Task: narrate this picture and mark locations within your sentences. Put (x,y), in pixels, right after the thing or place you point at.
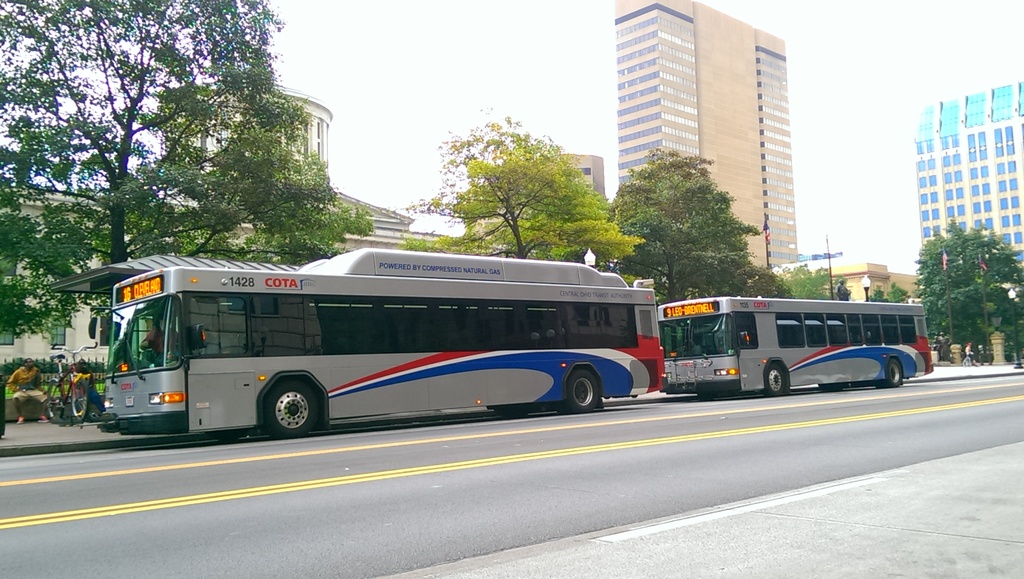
In this image in front (166,466) there are two buses (551,373) on the road (235,489). On the left side of the image (101,407) there are two people (17,376) sitting on the platform (52,426). Behind them there is a metal fence (67,373). In the background of the image (253,251) there are trees (564,211), buildings (633,120), lights (865,281) and sky (886,99).
